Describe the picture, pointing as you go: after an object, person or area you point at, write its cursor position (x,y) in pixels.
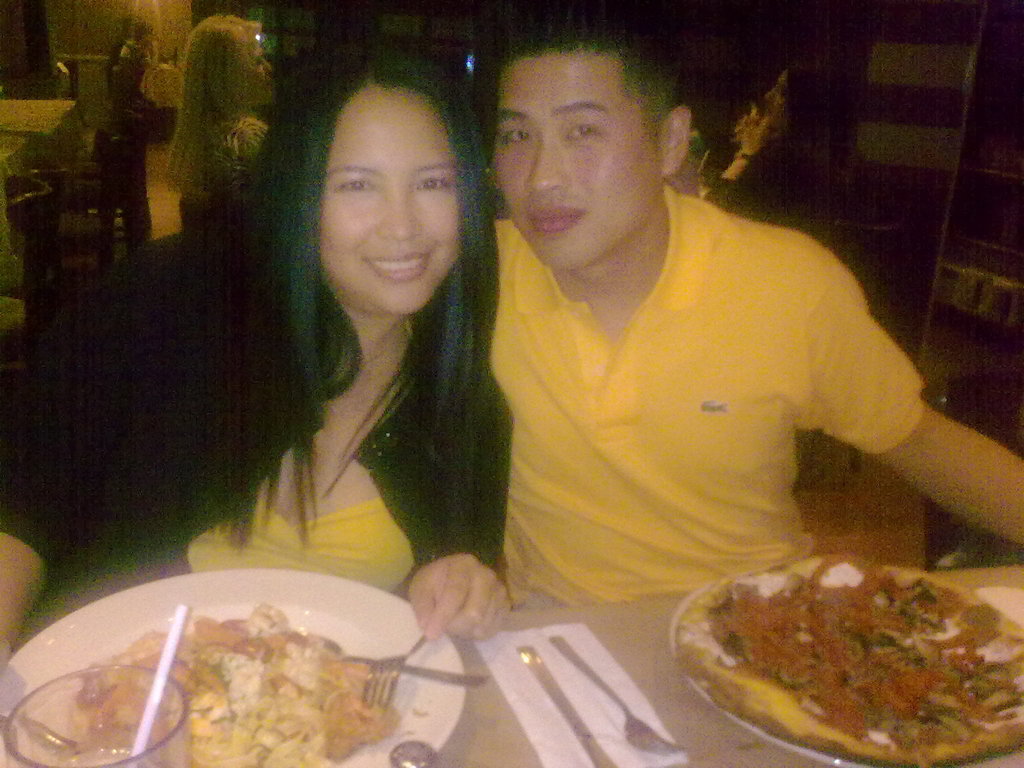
In this picture we can see a man (538,125) and a woman (149,485) sitting on the chair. There is some food (276,619) in plates (388,630). We can see a glass (70,723), straw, forks (627,728) and knife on the table (534,762). Few people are visible in the background (236,48).
